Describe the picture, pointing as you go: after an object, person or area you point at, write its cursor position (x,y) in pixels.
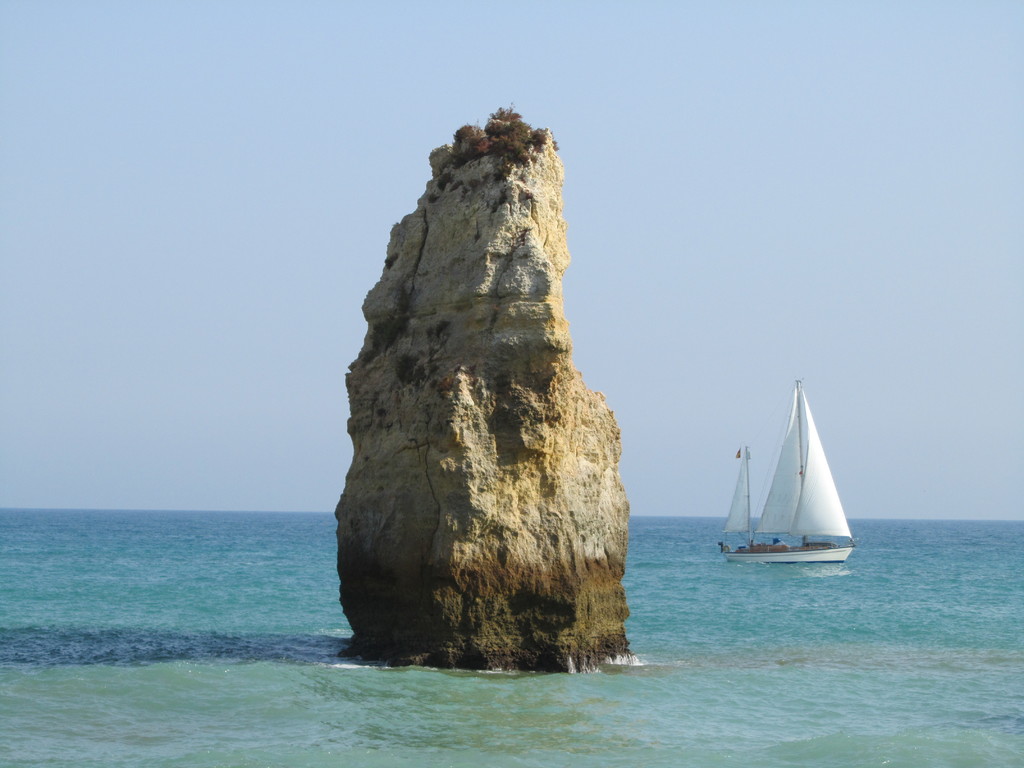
In the picture we can see an ocean (623,734) with blue colored water (745,734) in the water (481,718) we can see a huge rock (359,593) and far away from it, we can see a boat (775,549) which is white in color and in the background (658,403) we can see a sky (239,150).
